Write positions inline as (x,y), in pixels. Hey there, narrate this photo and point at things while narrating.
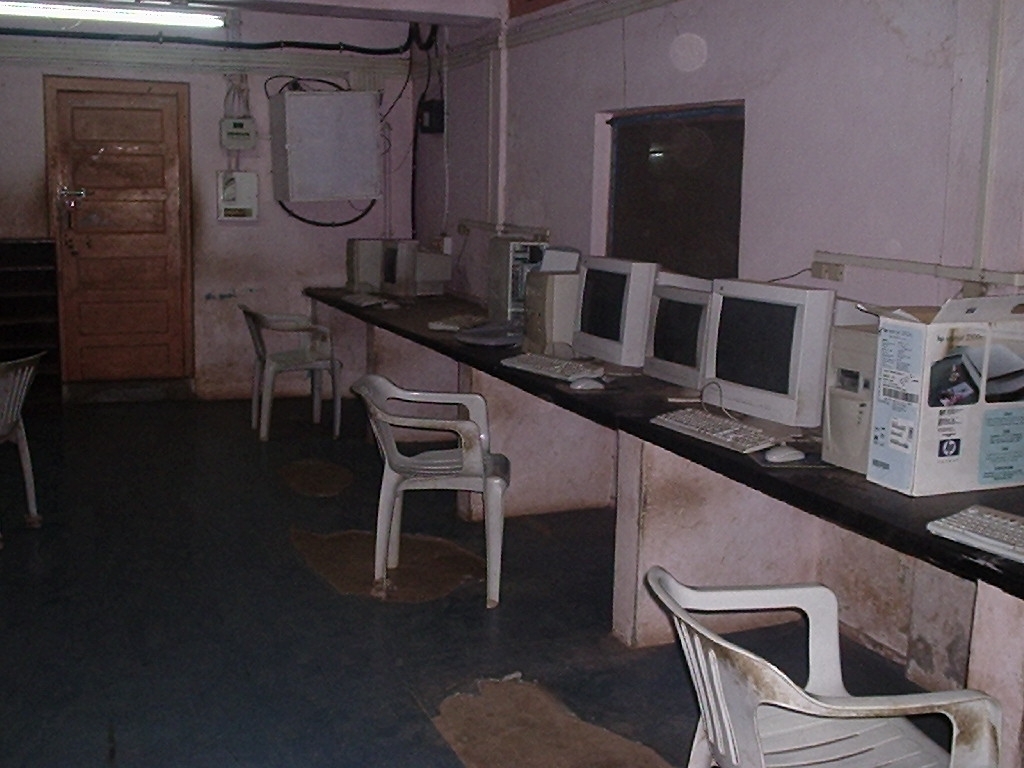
This picture shows few monitors (669,352) and keyboards (729,439) and mouses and we see chairs (453,393) and a door (87,168) and we see light (164,13) and a box (899,409).
